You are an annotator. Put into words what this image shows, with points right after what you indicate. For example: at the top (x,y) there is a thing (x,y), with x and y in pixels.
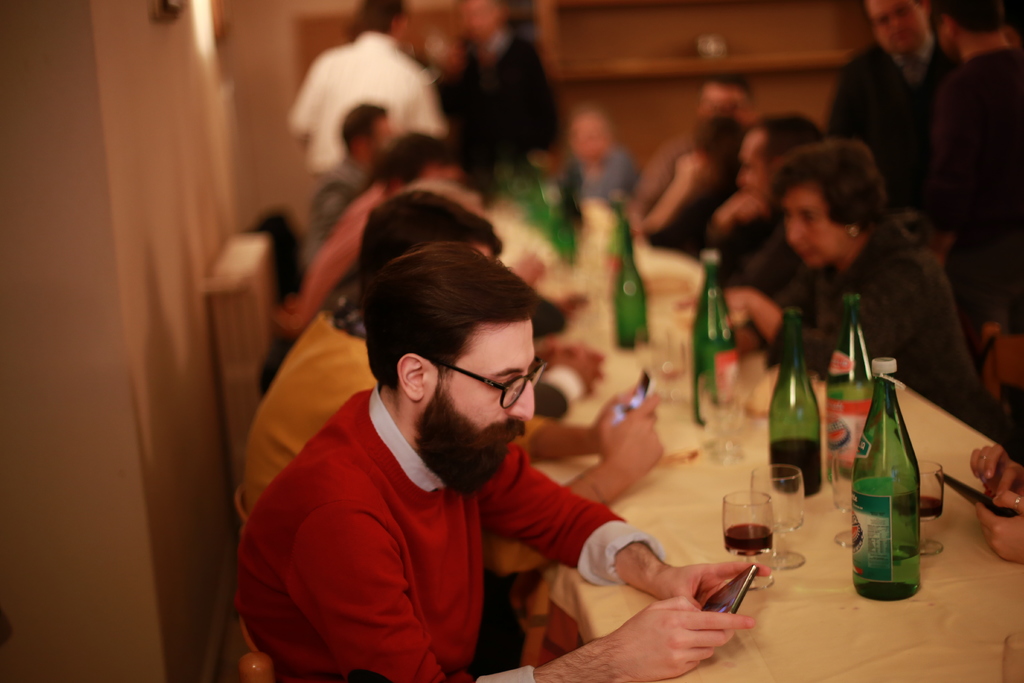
In this image I can see a group of people (863,270) are sitting in front of a table (706,560). On the table (710,548) I can see there are few bottles (870,547) and other objects (750,576) on it.
